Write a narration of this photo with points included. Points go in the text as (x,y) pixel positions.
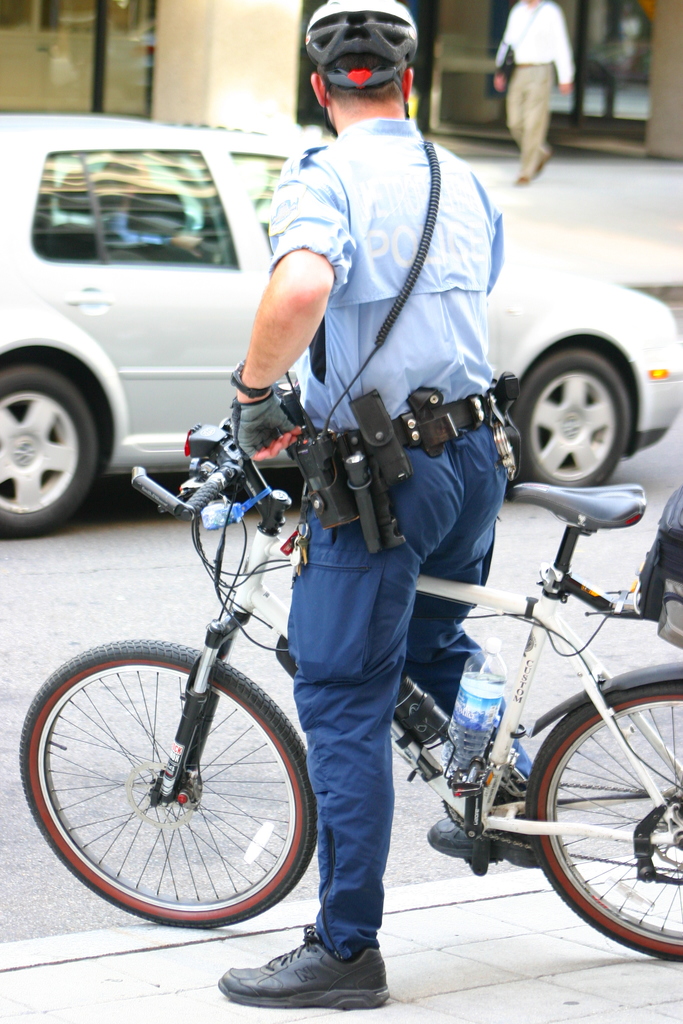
In this picture we can see a person (314,612) on the bicycle (292,670) and a bottle (468,704) and a car (148,259) in front of him.
